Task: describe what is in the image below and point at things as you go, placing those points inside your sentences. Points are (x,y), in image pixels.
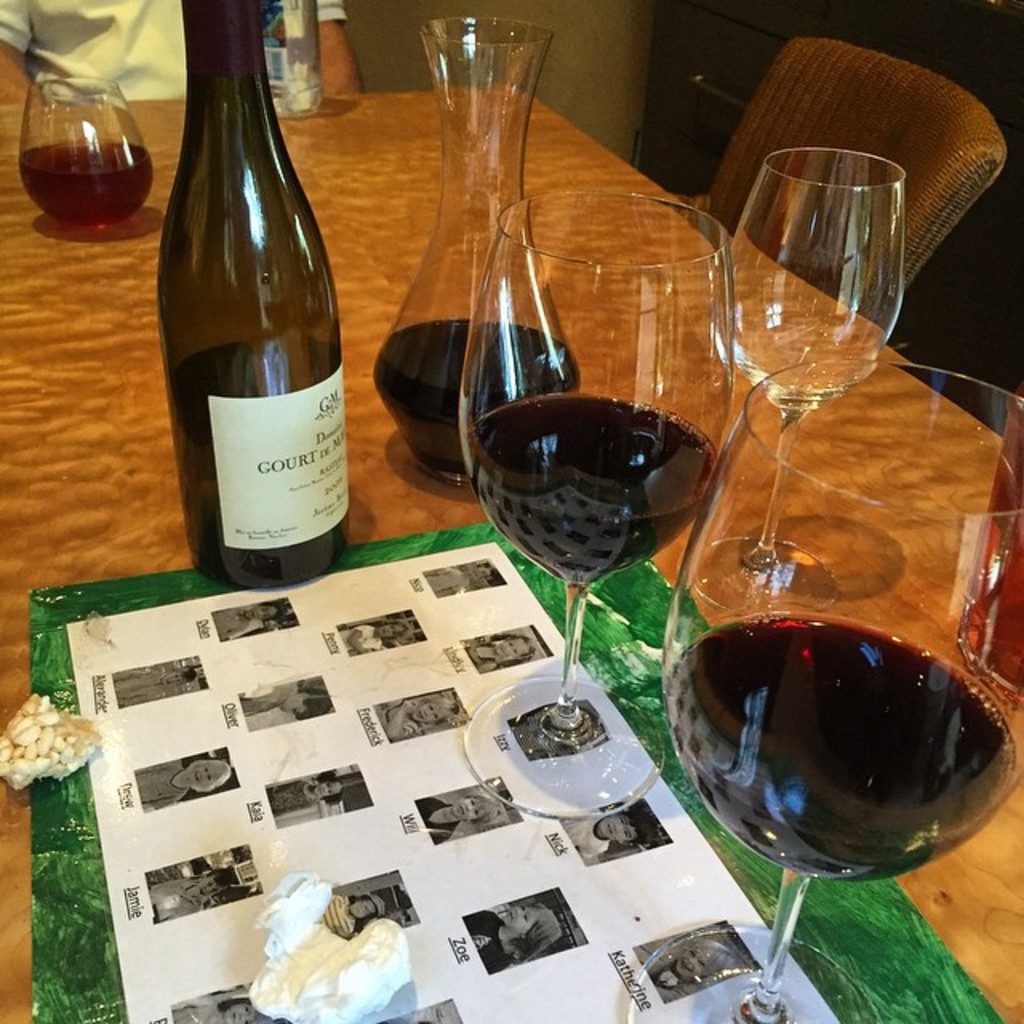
There is a wine bottle (235,559), some glasses (838,718) and a water bottle (286,88) on a table (89,305).
